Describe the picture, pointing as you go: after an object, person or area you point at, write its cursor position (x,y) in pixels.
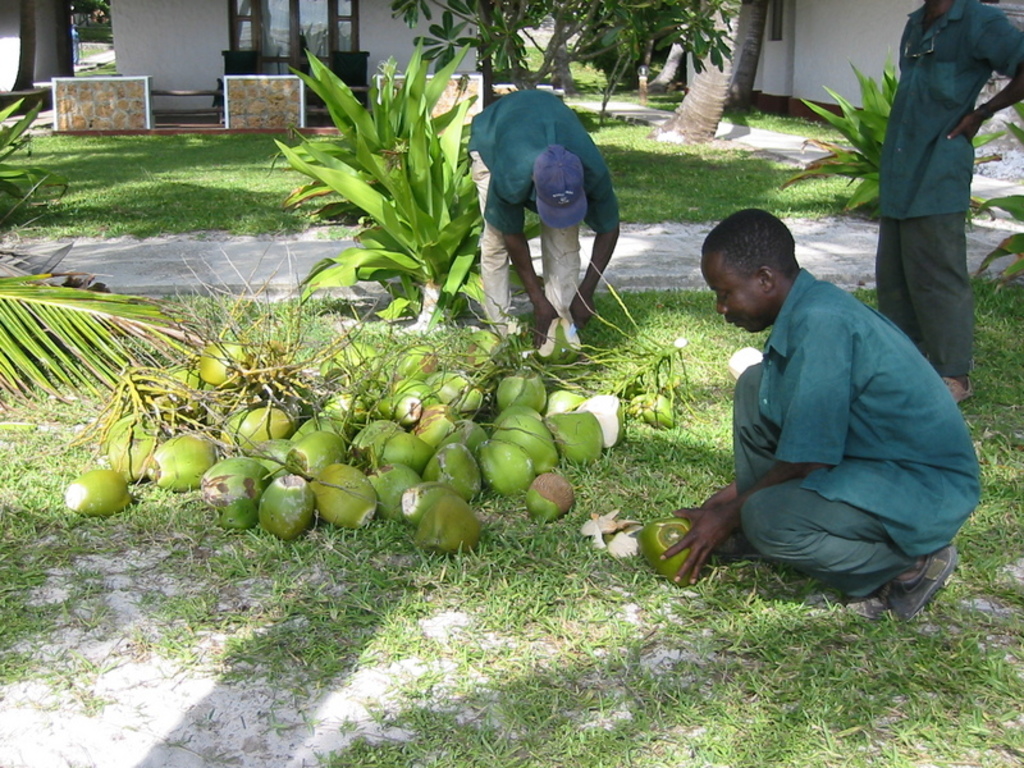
In this image we can see persons (769,334) and coconuts (470,522) on the ground (341,537). In the background (272,82) we can see buildings (330,34), bushes (392,89), trees (727,52), buildings (857,32) and sand (156,704).
